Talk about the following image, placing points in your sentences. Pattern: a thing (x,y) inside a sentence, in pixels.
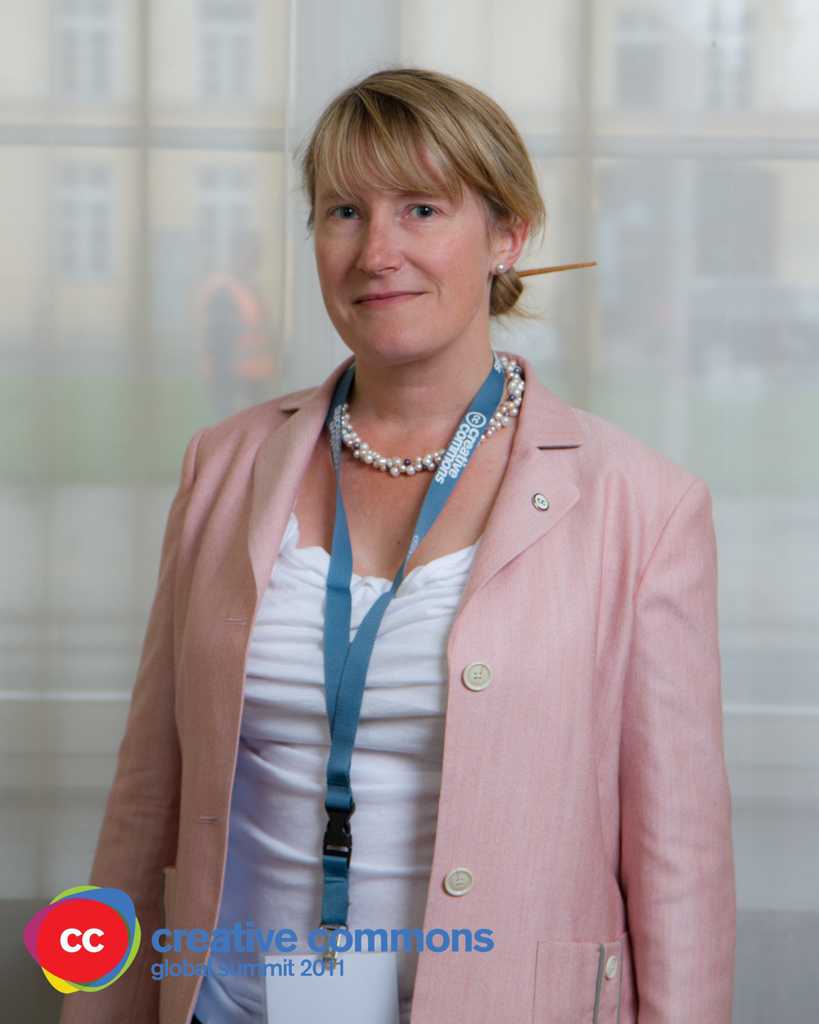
In this image we can see a woman (282,487) standing in-front of glass wall (742,861), also there is a water mark (203,948) at the bottom (67,948).
